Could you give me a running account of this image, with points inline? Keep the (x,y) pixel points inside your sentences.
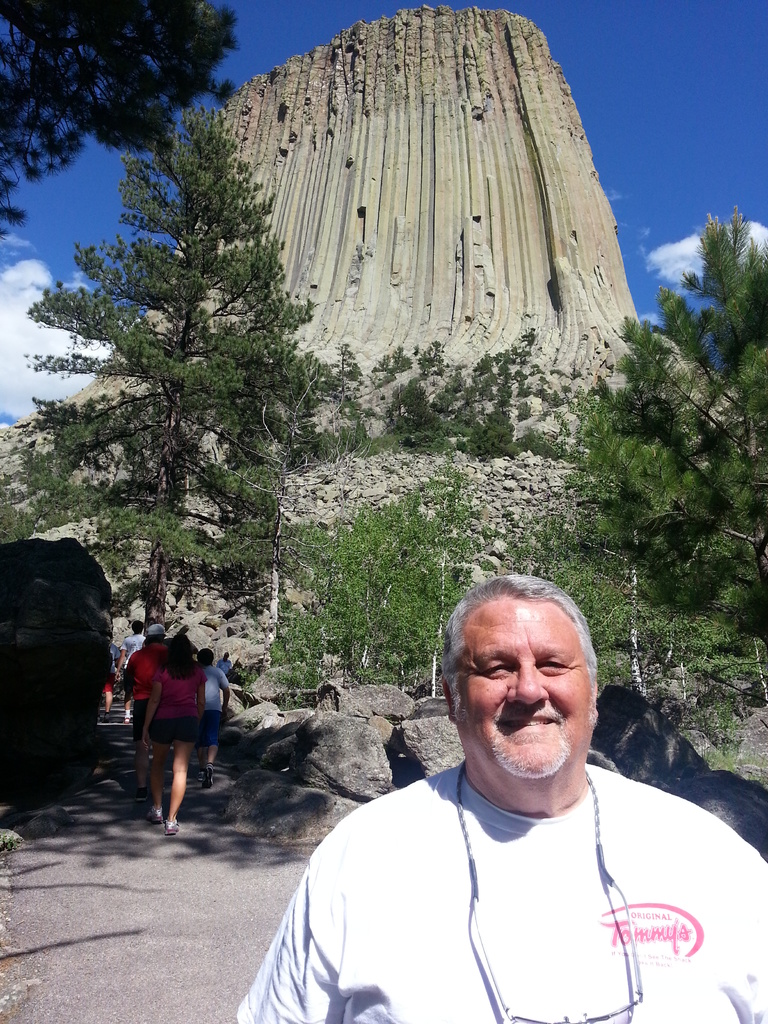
There is one person (536,896) standing at the bottom of this image (536,896) is wearing white color t shirt (486,884). There are some persons (150,718) walking on the left side of this image (150,690). There are some rocks (328,796), trees (63,489) and a mountain (387,421) in the background (395,404). There is a sky (587,118) at the top of this image (653,112).
